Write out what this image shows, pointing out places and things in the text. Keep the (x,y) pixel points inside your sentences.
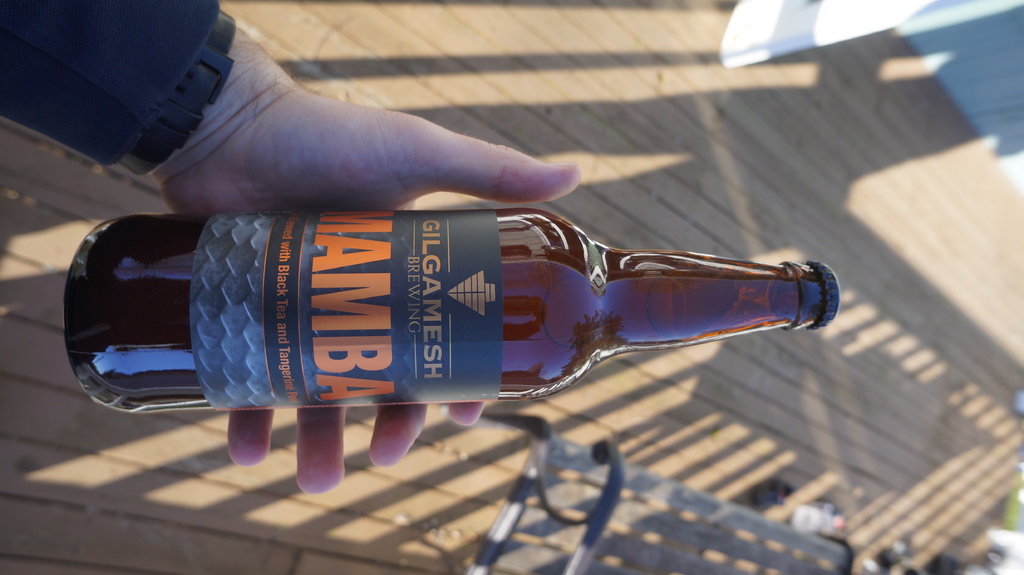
In this image I can see the person (214,172) holding the bottle (383,367). To the right (744,560) I can see the bench (648,547). In the background (804,229) I can see the wooden floor (776,214).
